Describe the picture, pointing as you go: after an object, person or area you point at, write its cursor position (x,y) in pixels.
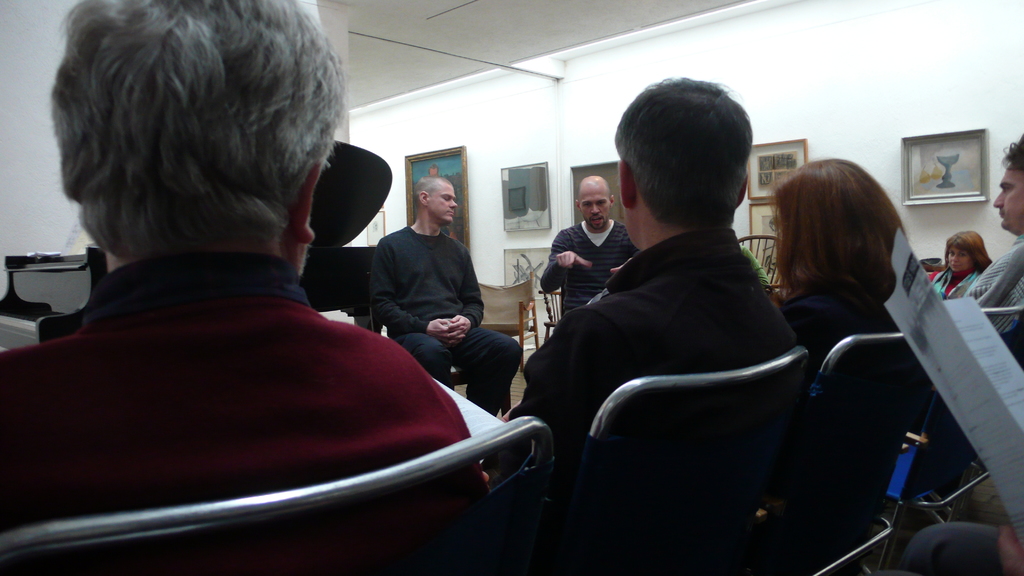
There are many people (430,324) sitting on chairs (611,476). On the right side (978,384) a person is holding a book (969,373). In the back (504,90) there is a wall (471,150) with photo frames (452,175).
